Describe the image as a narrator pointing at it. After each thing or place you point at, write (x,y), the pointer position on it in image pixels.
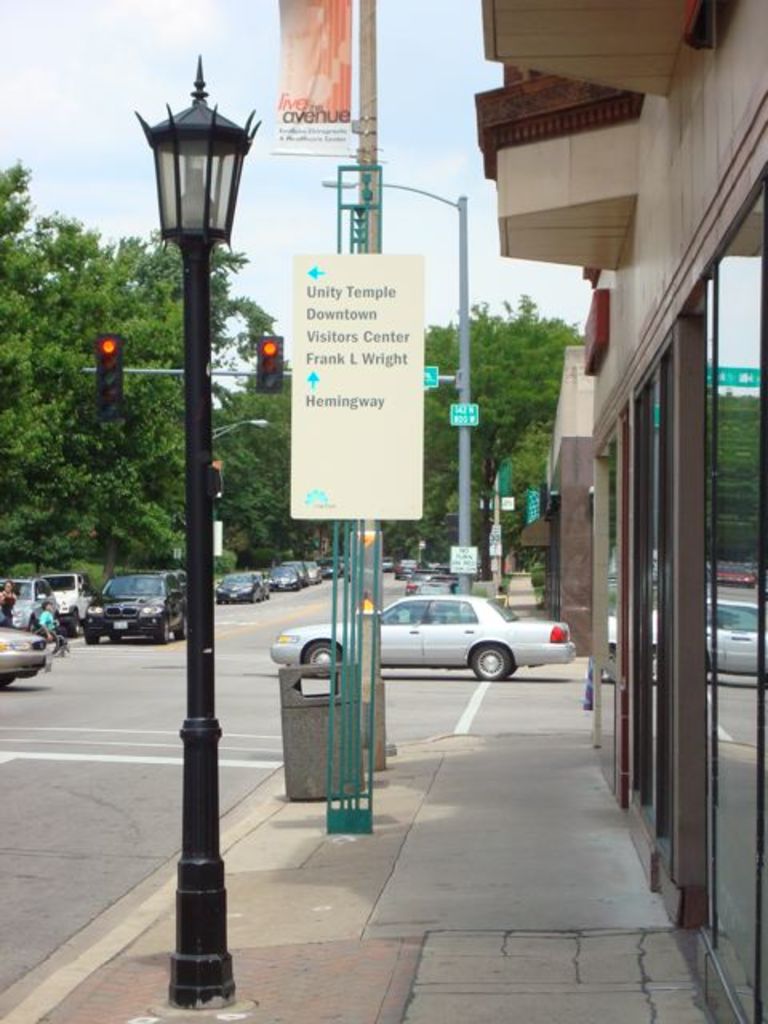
This picture shows buildings (576,516) and we see trees (1,350) and few cars (153,589) on the road (170,651) and we see couple of them (52,638) crossing the road (249,651) and we see a dustbin (336,730) and few boards (374,473) to the poles (466,461) and traffic signal lights (277,386) and pole lights (233,159) and a cloudy Sky (218,68).
